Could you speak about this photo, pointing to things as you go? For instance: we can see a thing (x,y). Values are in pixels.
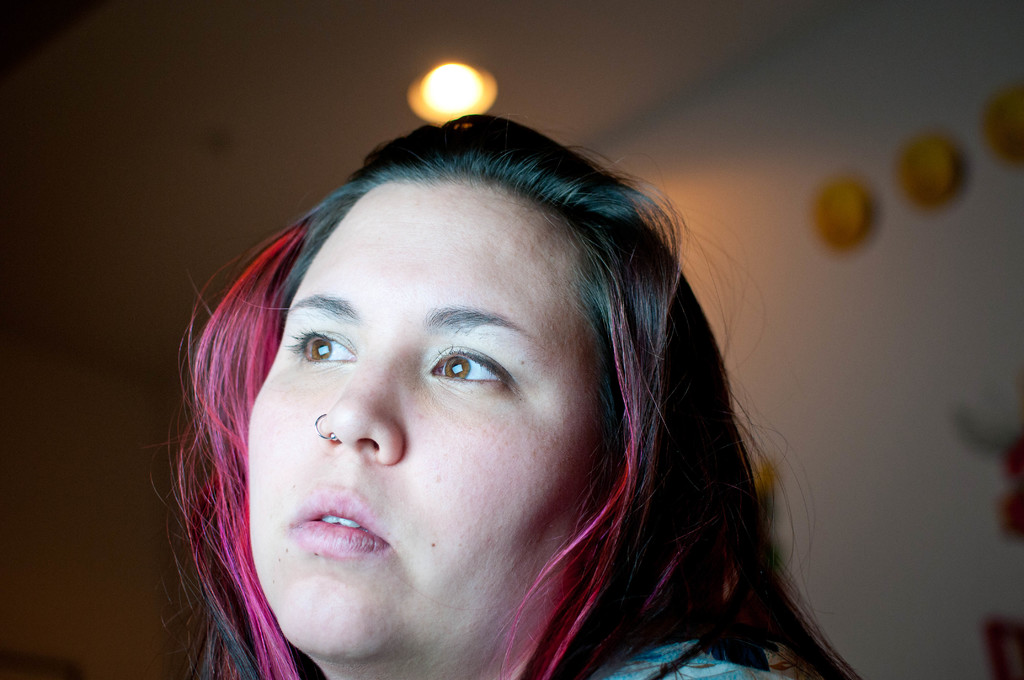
In this image in the foreground (293,394) there is one woman (391,406) and there is a blurry background (477,78), and we could see lights (458,85) and some objects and wall (935,392).
